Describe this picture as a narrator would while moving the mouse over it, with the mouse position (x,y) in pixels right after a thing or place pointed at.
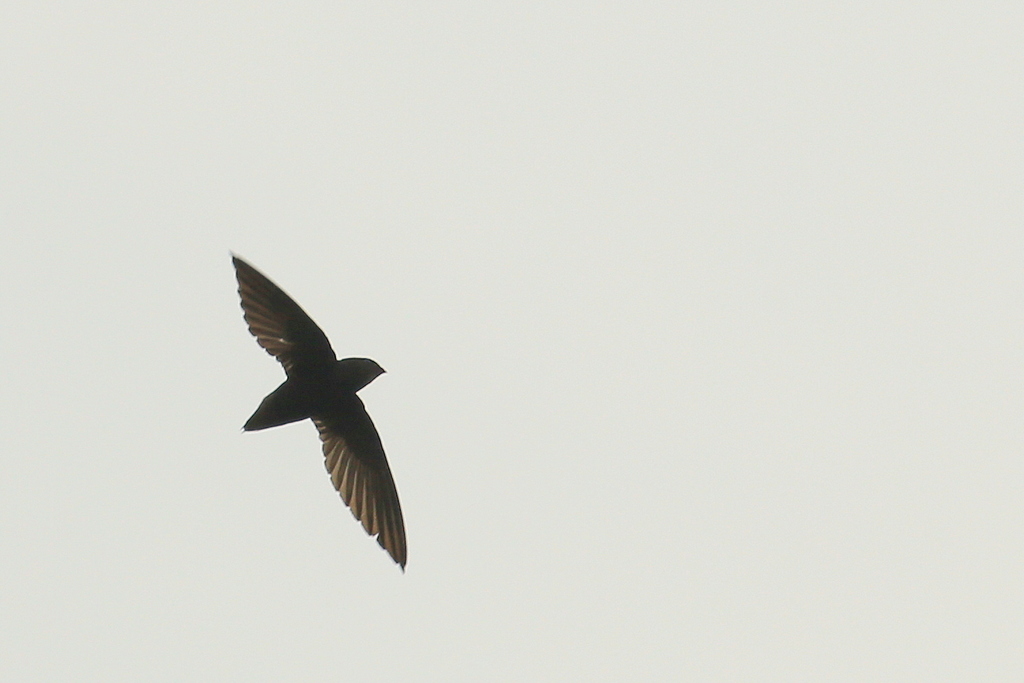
In this image, we can see a bird (356,490) and the sky (576,382).
